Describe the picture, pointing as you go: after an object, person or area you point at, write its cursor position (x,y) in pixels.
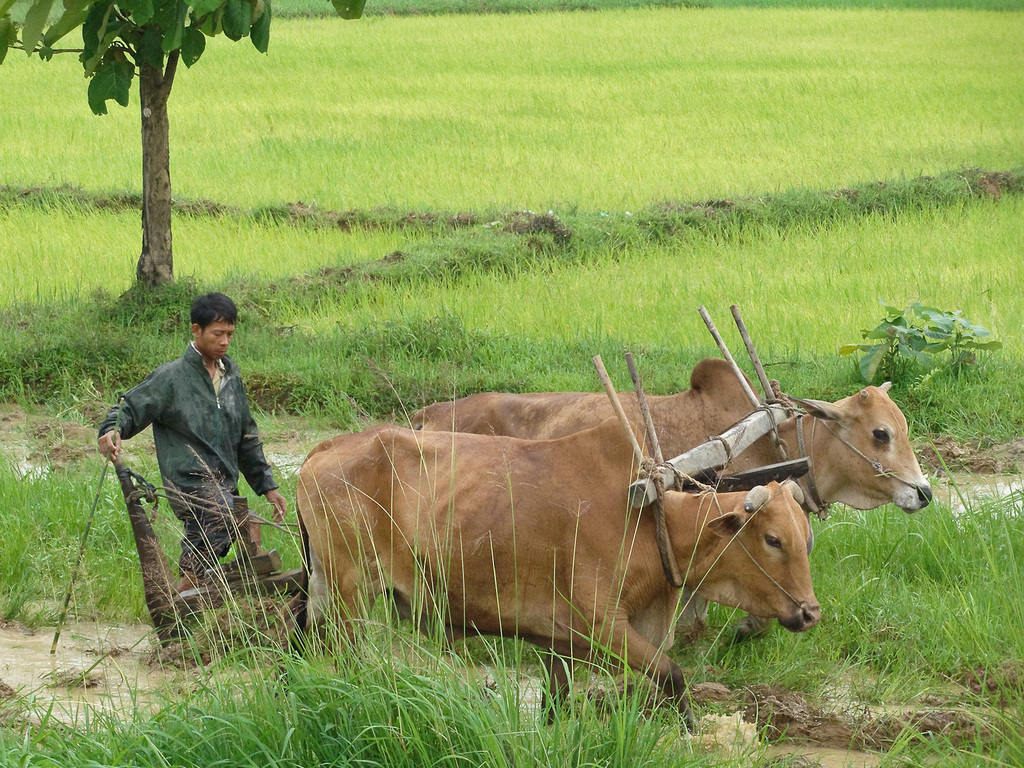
In this picture there are cows (484,569) in the center of the image (657,403) and there is a man (229,439) on the left side of the image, there is a tree (155,141) at the top side of the image (170,22), there is grassland (539,268) around the area of the image.
